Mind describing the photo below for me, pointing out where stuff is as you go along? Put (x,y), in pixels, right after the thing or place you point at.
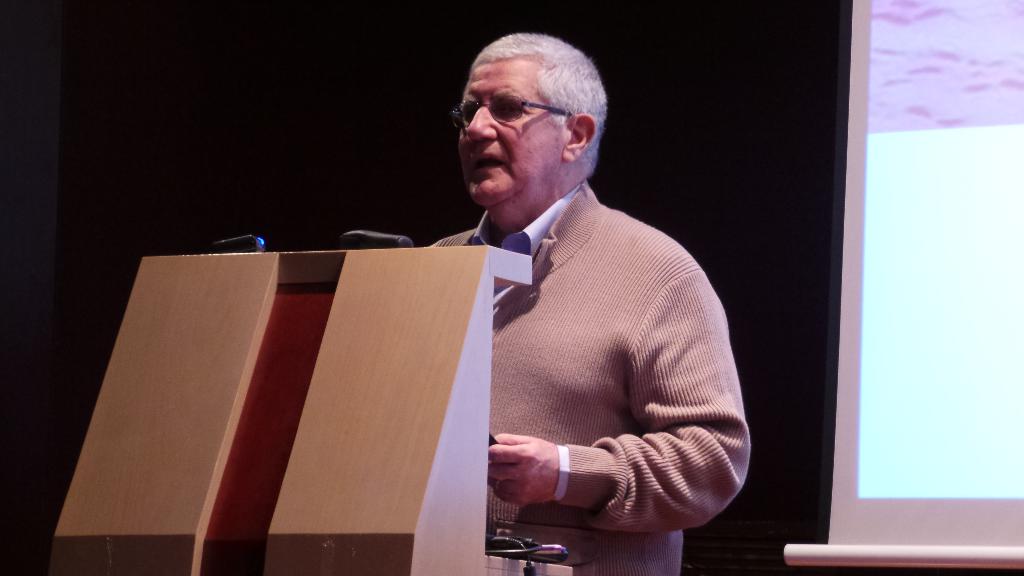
In this picture we can see a man (505,408) wore spectacle (459,106) and standing at a podium (336,273) and in the background (945,59) we can see a screen (894,342).
